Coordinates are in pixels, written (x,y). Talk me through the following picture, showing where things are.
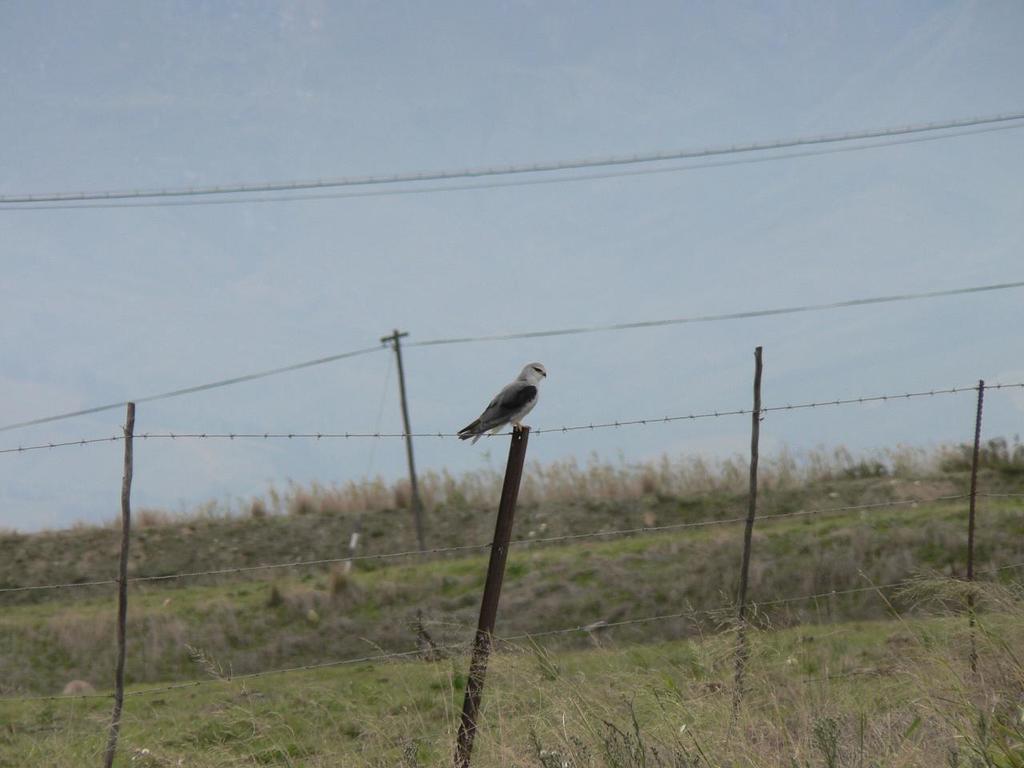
In this picture, we can see a bird (493,425) on a pole (521,462), we can see poles (509,465), wires (546,431), ground (588,596) with grass (660,596), and the sky (428,309).
